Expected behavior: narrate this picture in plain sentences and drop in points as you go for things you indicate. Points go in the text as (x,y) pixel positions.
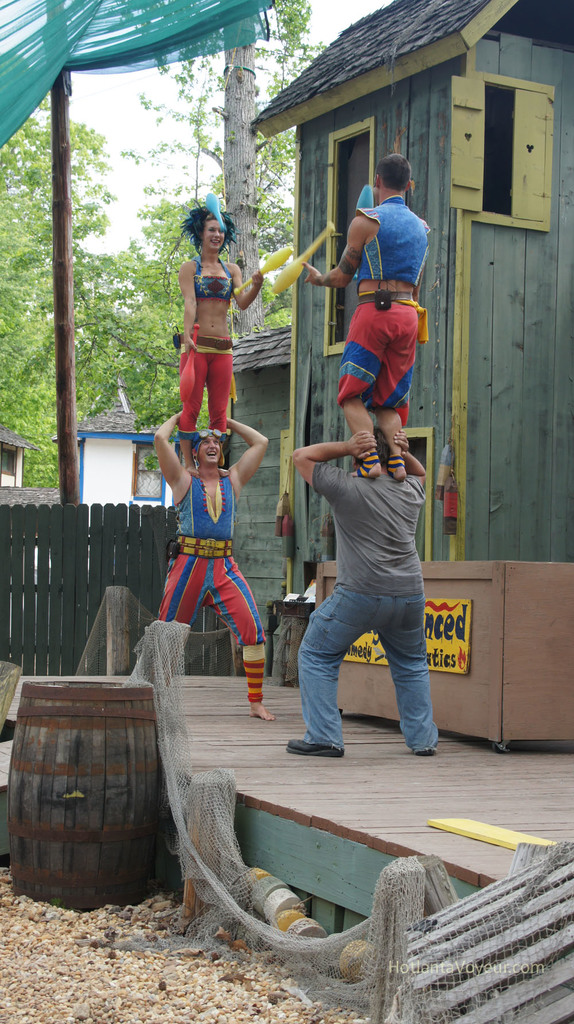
In this image I can see group of people (373,572) standing and they are wearing multi color dresses (224,563). Background (552,237) I can see a house (464,218) in gray color, I can also see the wooden fencing (158,531), trees (144,341) in green color and the sky (145,180) is in white color.
